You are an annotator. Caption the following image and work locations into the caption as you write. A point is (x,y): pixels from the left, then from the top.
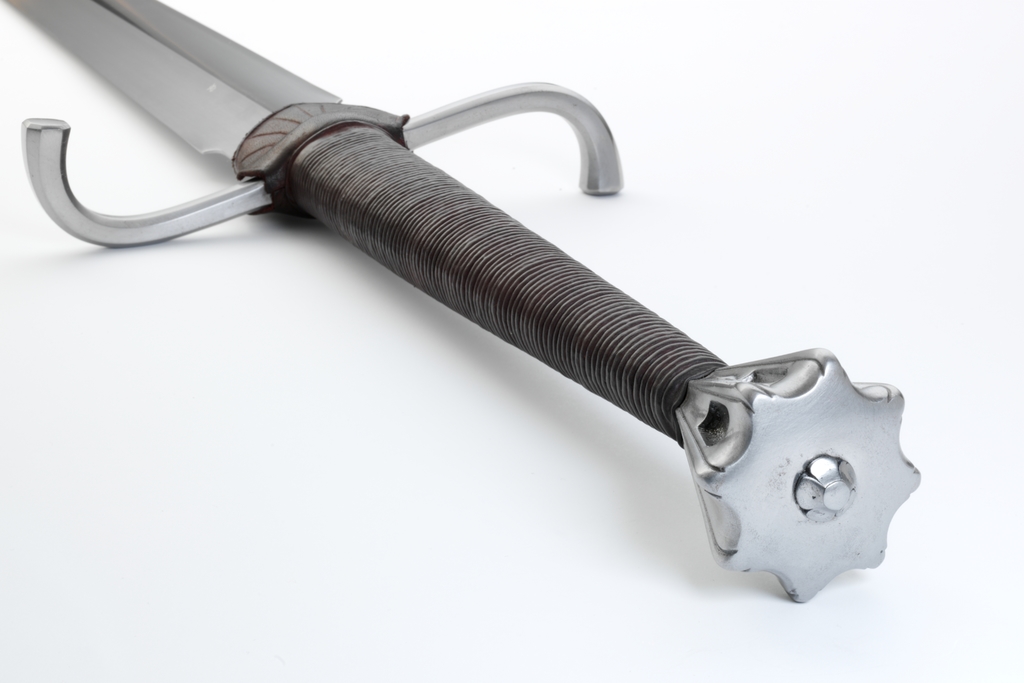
In this image we can see a sword (624,333).
